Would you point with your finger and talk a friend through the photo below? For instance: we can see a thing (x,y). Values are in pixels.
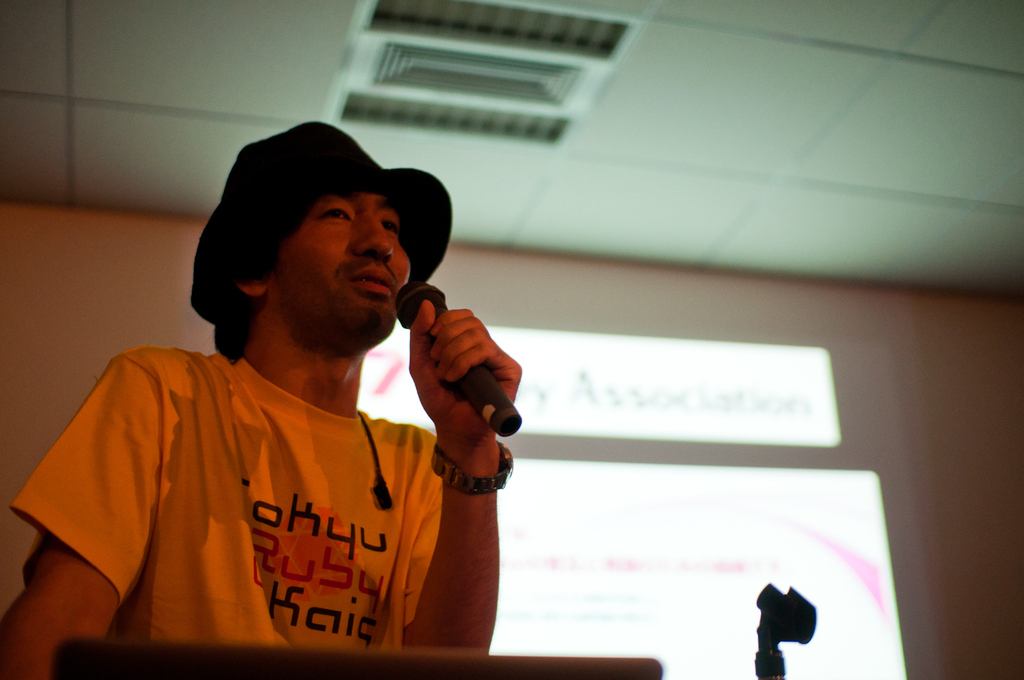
In the image a man (243,172) is standing and holding a microphone (407,310). Behind him there is a screen (582,366). At the top of the image (702,63) there is a roof (953,102).
